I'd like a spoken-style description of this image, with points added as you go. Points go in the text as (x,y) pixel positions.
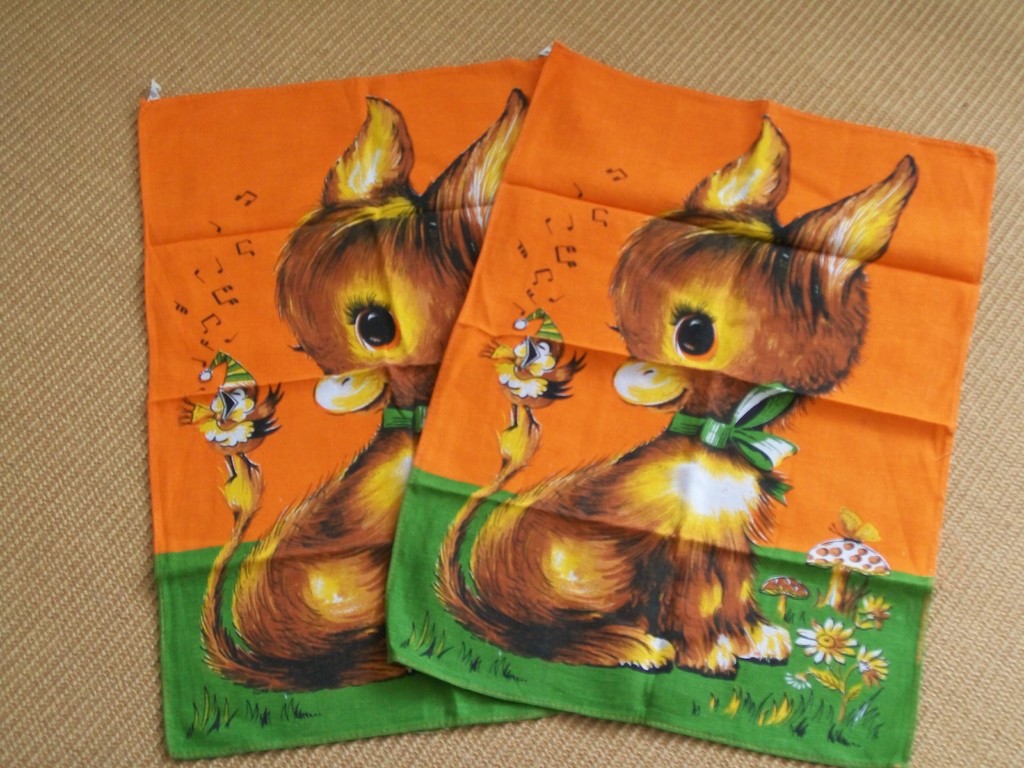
In this image, we can see a cloth (615,153) contains animals (380,305), birds (233,396) and mushrooms (803,588).
